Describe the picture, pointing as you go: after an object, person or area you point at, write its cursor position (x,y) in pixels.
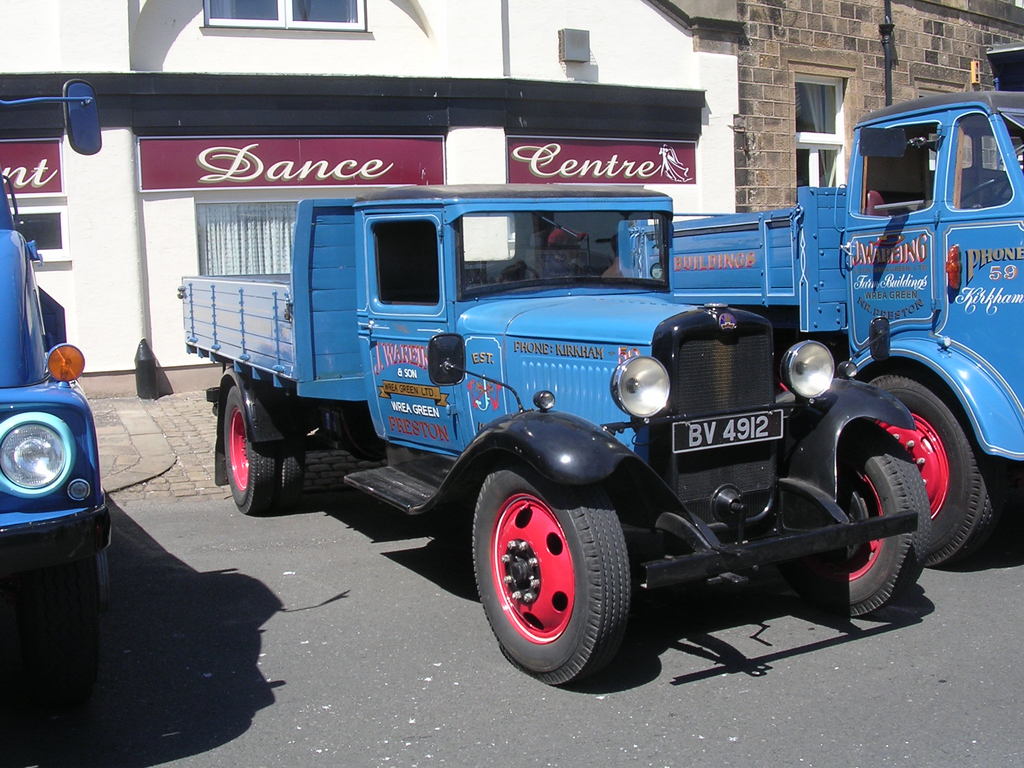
In this image, we can see vehicles (440,470) on the road (594,687) and in the background (170,106), there are buildings (515,140).
